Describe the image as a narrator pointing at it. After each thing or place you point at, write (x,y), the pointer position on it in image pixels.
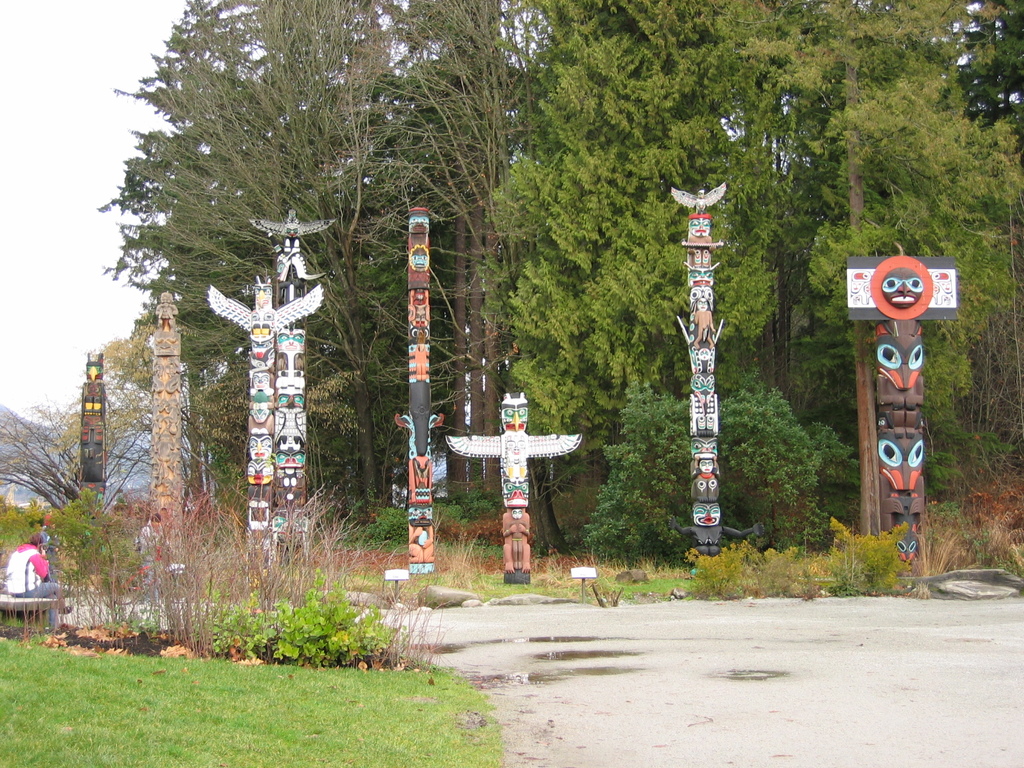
In this picture I can see the structures (710,477) of totem poles (712,392). On the left (27,599) there is a person (51,582) who is sitting on the bench (14,599), besides her I can see the grass (69,759) and plants (363,647). In the background (981,452) I can see the mountain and many trees (633,363). In the top left corner (38,64) there is a sky (67,50).
